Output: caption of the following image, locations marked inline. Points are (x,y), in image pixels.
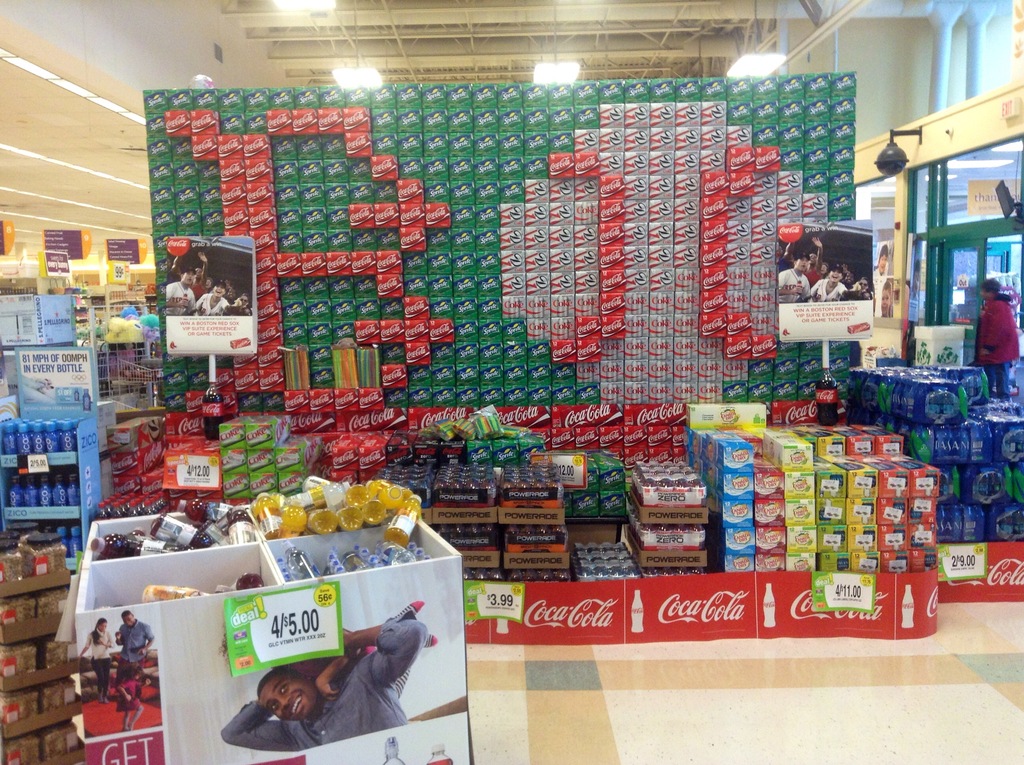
In this image there is a store (414,446), in that store (85,132) there are drinks (314,246).
